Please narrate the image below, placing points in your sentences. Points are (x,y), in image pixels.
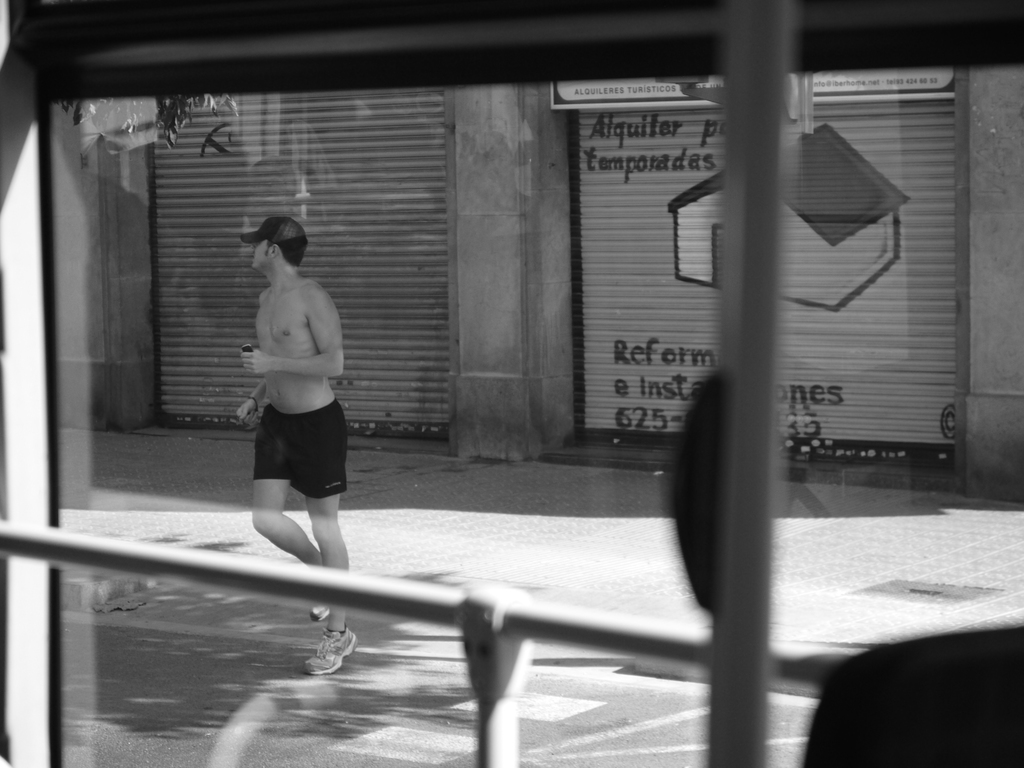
This is a black and white image, in this image there are iron rods (696,641), in the background (318,487) there is a man (302,484) jogging on a road (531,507) and there are shops (624,141).
